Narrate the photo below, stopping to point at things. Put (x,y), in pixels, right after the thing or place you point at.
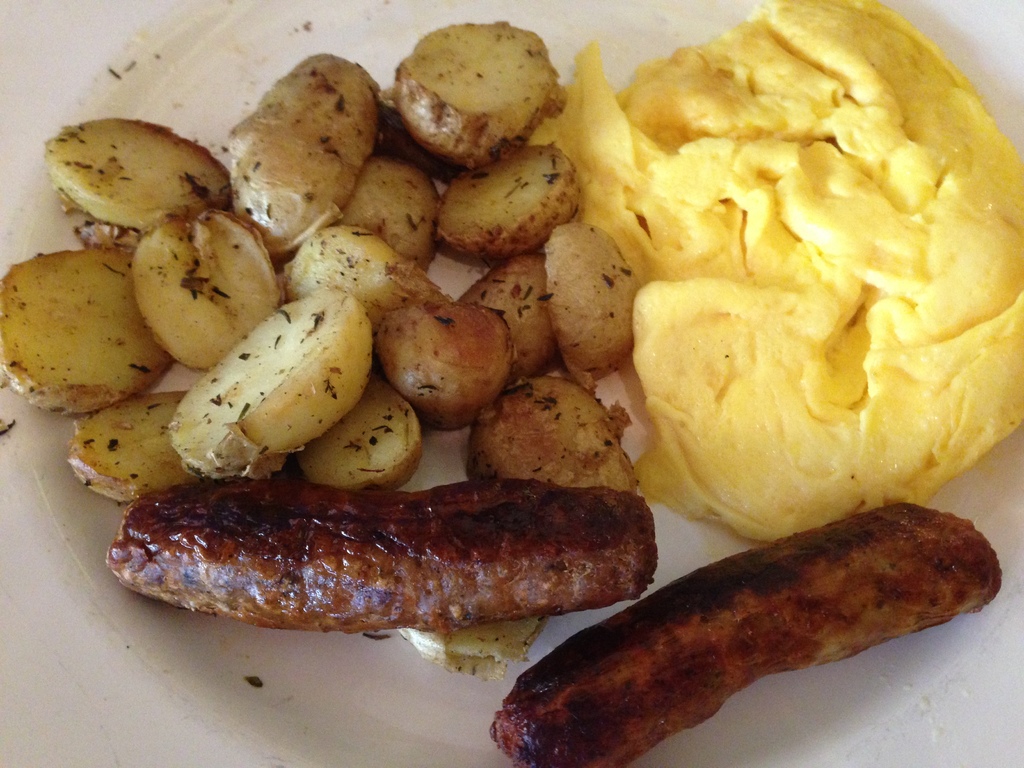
In this image there is a plate (238,632) in which there is some food (612,407). At the bottom (473,578) there are two sausages (519,603). Beside them there are potato pieces (374,298). On the right side (802,235) top there is scrambled egg (843,322).
